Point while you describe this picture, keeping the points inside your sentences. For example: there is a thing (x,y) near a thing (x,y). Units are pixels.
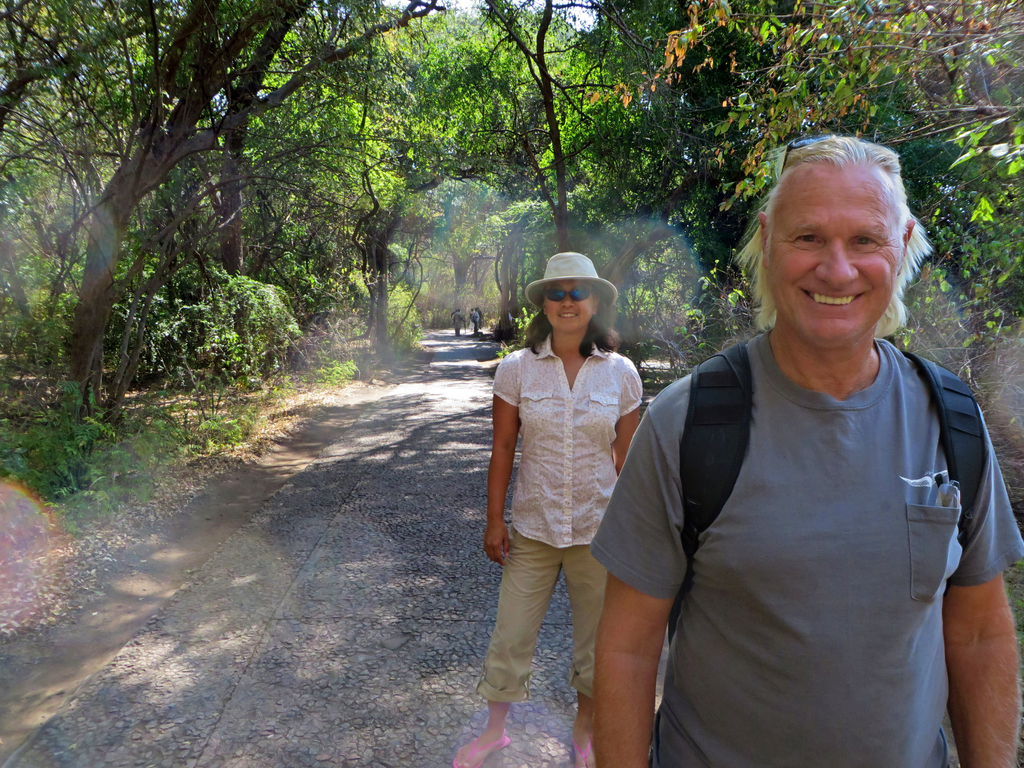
In this picture we can see a man (822,264) and a woman (599,482) on the path (439,448). There are a few people (457,334) visible at the back (464,319). We can see a few plants (100,463) and trees (374,228) in the background (332,314).
